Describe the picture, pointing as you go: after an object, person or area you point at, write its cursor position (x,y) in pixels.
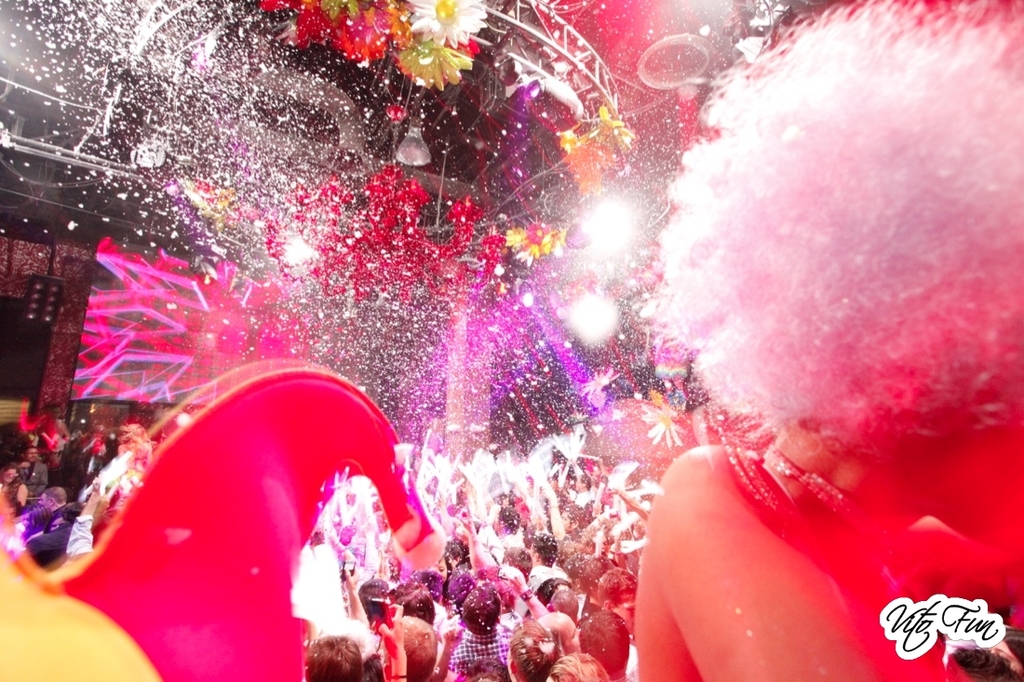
On the bottom right (941,620), there is a watermark (959,614). On the right side (977,253), there is a person (847,235) with white hair (843,401). On the left side (194,575), there is an object (192,483). In the background (579,530), there are persons (587,525), there are lights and flowers (408,55) attached to a roof (9,101) and there are other objects (592,75).
